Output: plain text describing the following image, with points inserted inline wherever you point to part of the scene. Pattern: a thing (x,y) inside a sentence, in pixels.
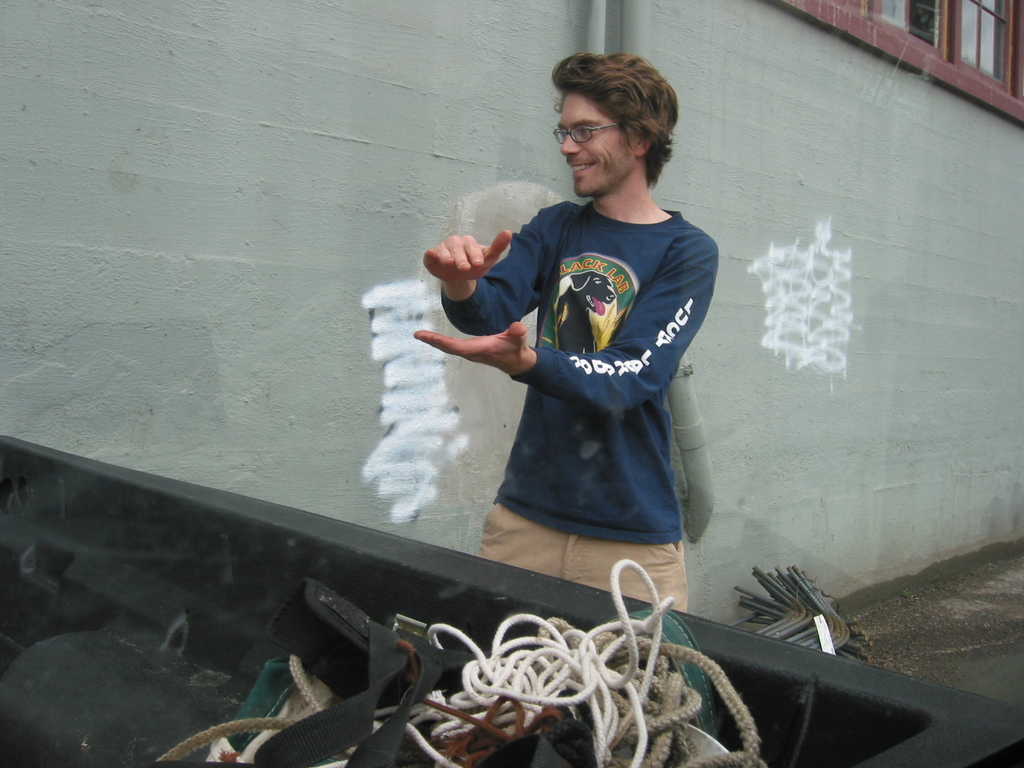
At the bottom of the image (119,512), we can see one black color box (847,685). In the black box (468,593), we can see the ropes (743,745) and a few other objects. In the center of the image (602,269) we can see one person (611,280) is standing. And we can see he is wearing glasses (557,134) and he is smiling. In the background (967,43) there is a wall (711,102), windows (1013,46), pipes (599,6), thin rods (802,592) and a few other objects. And we can see some white color paint (817,356) on the wall (940,284).
